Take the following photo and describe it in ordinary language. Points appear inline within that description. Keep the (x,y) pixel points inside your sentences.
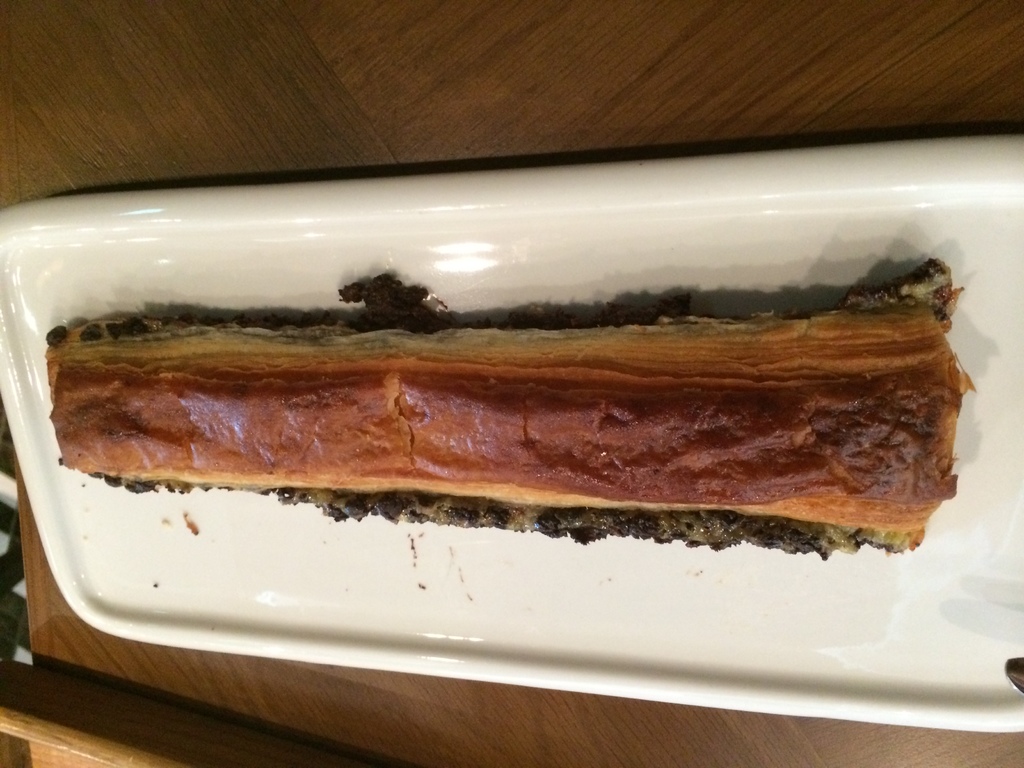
In this image we can see a plate (13,211) with food item (730,438) on a wooden board (947,107).
